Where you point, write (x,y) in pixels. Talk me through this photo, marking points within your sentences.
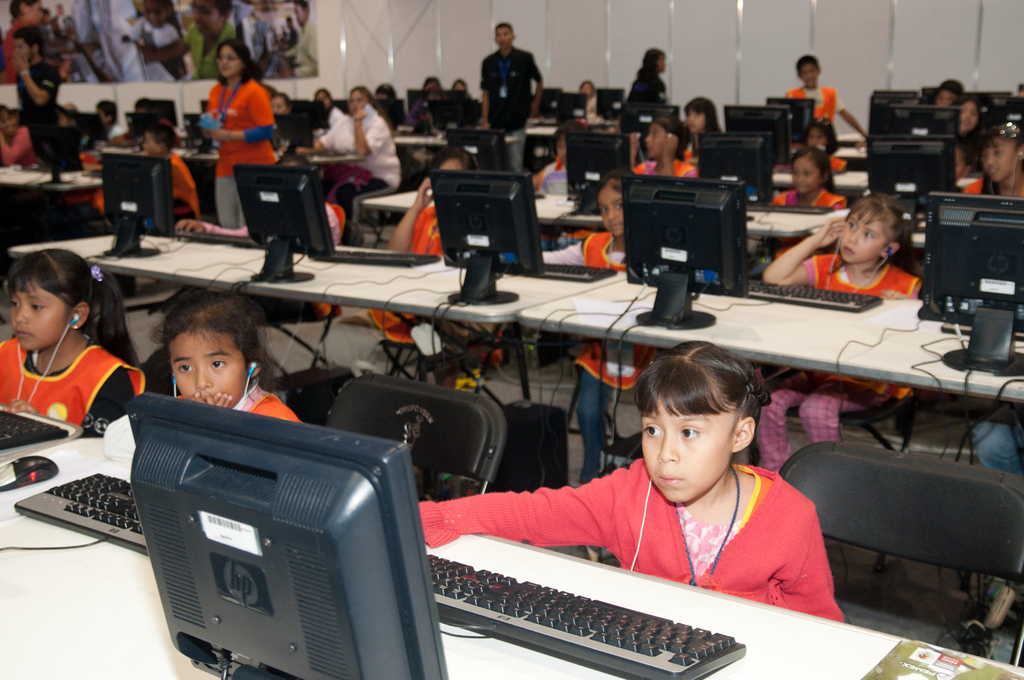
There is a group of people (507,76). They are sitting on a chairs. They are wearing headphones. Some persons (249,94) are standing. They are wearing id card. There is a table (814,356). There is a monitor (498,218), keyboard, mouse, paper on a table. We can see in the background (450,31) poster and wall (463,20).
